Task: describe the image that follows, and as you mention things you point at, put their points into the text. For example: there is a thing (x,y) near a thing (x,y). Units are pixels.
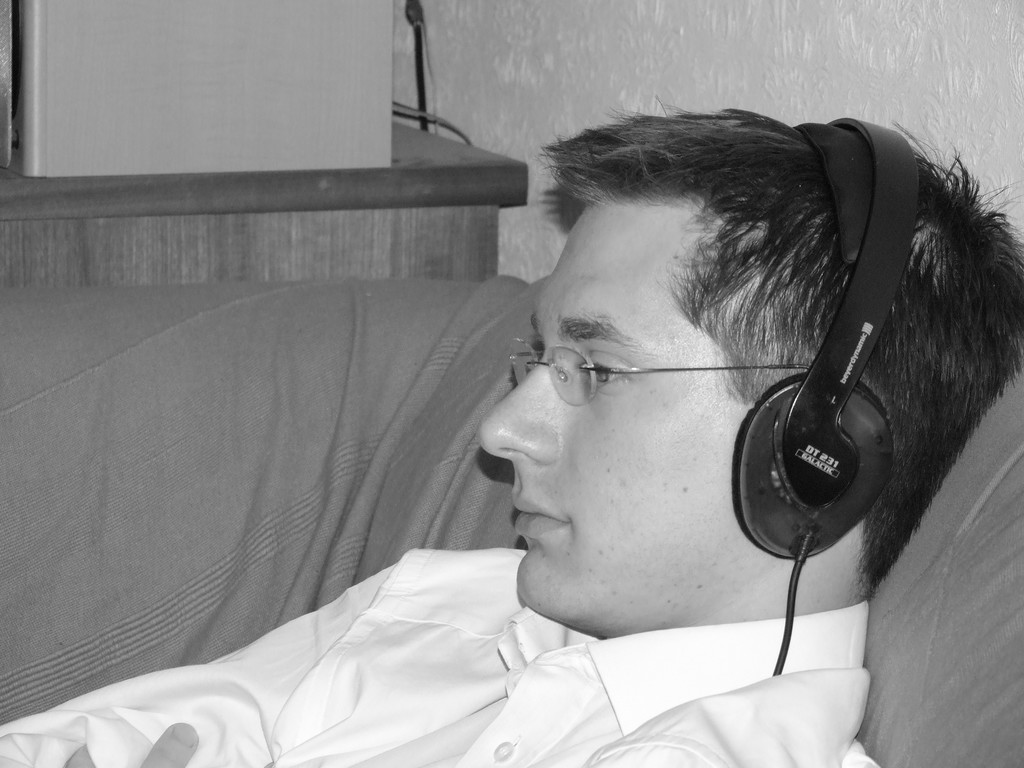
A man (553,536) is sitting on the sofa (394,509), this is headphone (847,409), there is an object (237,78) on the table (453,207), this is wall (738,104).
